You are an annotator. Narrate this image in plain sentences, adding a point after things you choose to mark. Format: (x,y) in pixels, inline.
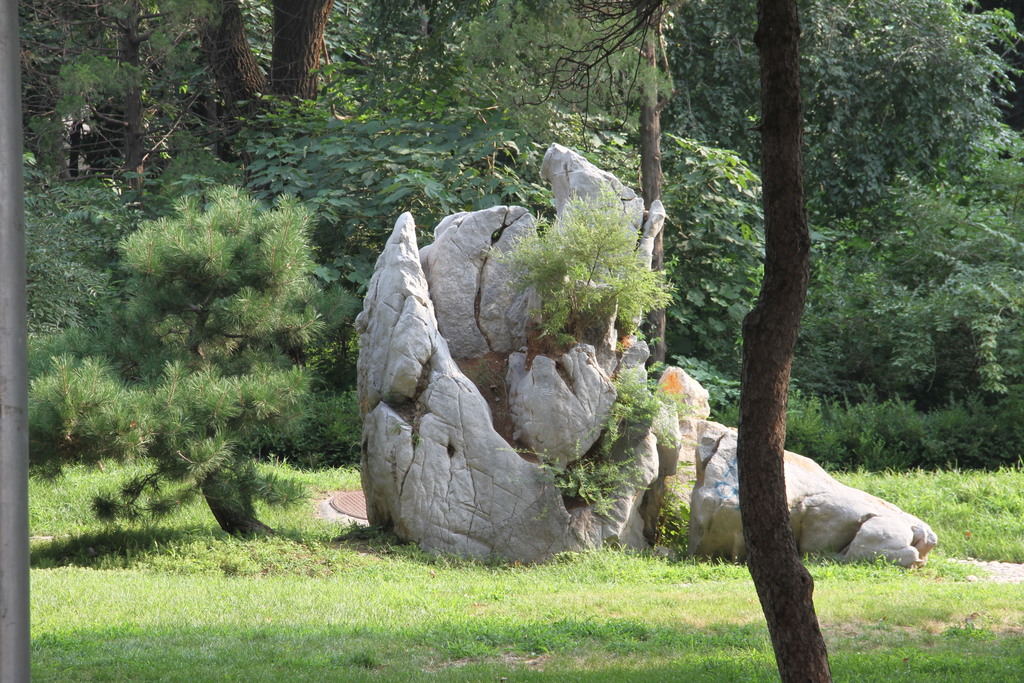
In this image I can see few trees (420,192), grass (120,670) and the stone (407,470).
